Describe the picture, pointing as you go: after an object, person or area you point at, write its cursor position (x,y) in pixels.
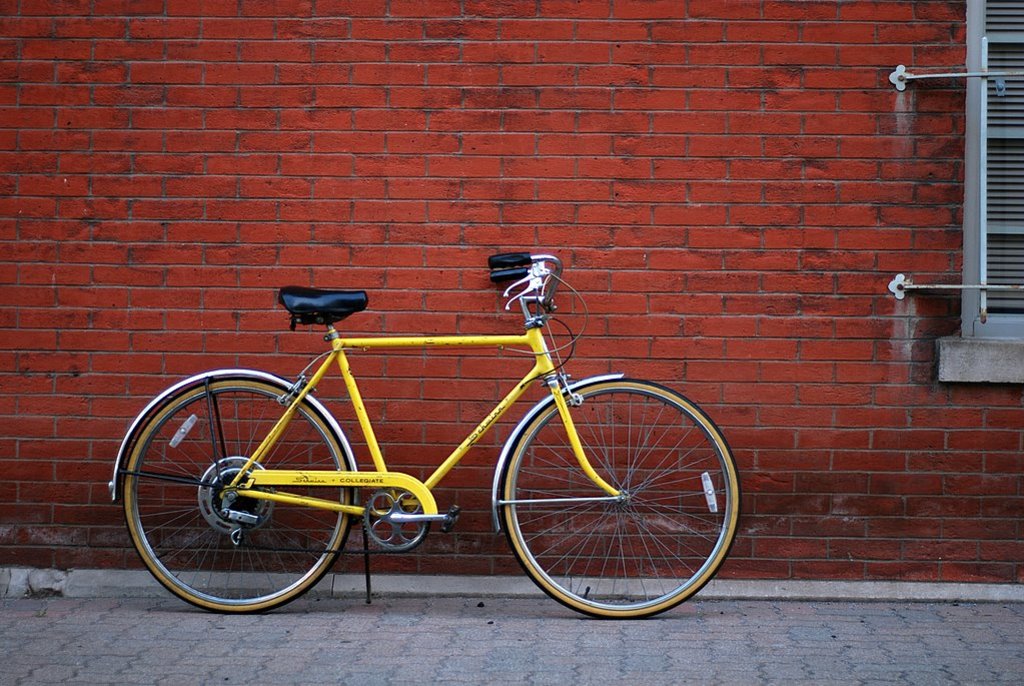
In this image we can see a bicycle (726,484) which is in yellow color in the middle of the image (394,347). In the background (909,381), we can see the wall (959,45) and window (973,244).
